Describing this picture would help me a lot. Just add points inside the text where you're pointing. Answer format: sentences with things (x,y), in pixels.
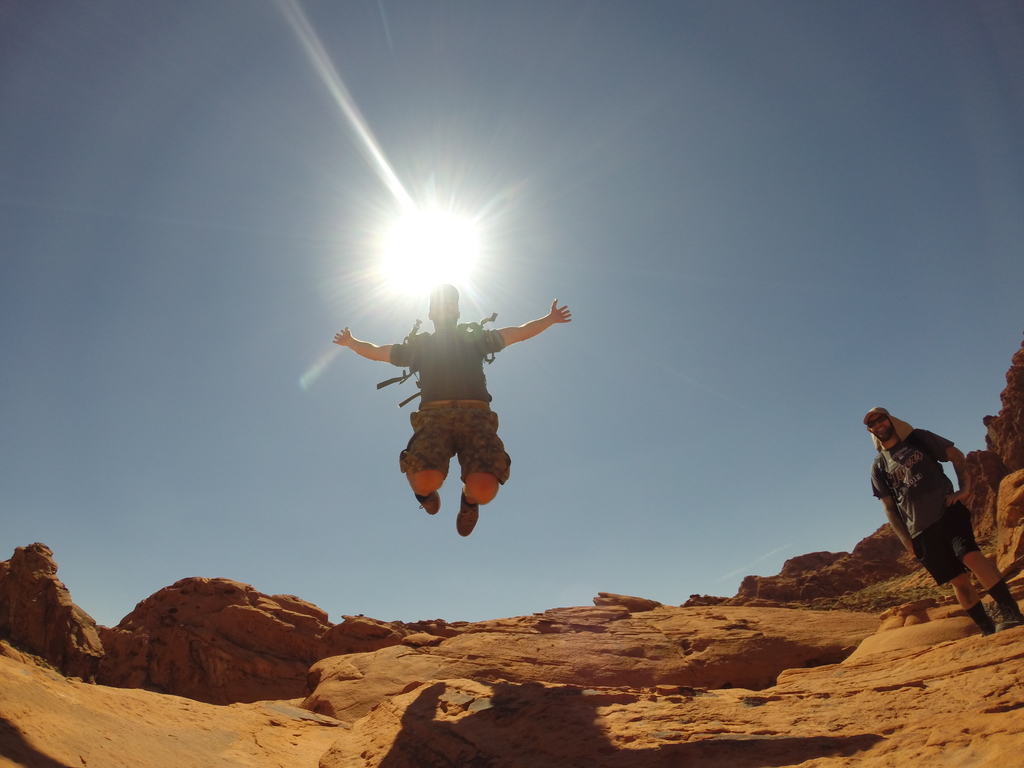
In the center of the image (457,385) we can see person (449,374) in the air. On the right side of the image (966,555) we can see person (929,562) standing on the ground (968,647). In the background (745,281) we can see sky (460,482).
